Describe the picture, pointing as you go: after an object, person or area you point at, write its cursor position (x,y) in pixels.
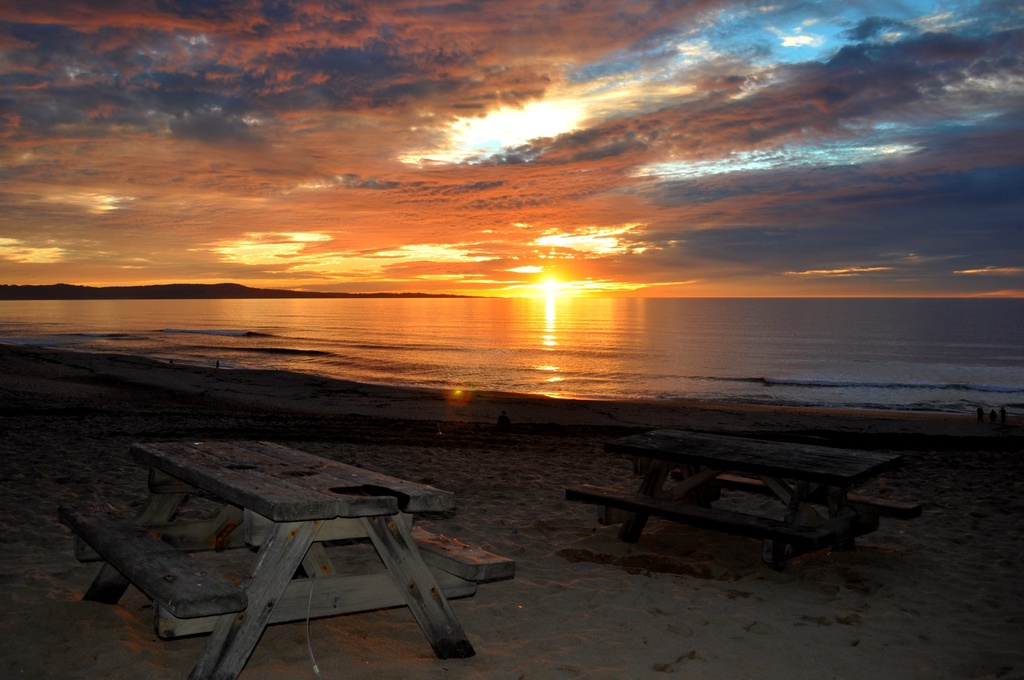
In the picture we can see the sand surface (640,678) on it, we can see two wooden tables (854,521) and benches (98,525) to sit and far away from it, we can see a person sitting on the sand (62,657) and some people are standing on the sand (917,455) and behind them, we can see the water surface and far away from it we can see some hills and the sky (992,164) with clouds (864,241) and sunset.
